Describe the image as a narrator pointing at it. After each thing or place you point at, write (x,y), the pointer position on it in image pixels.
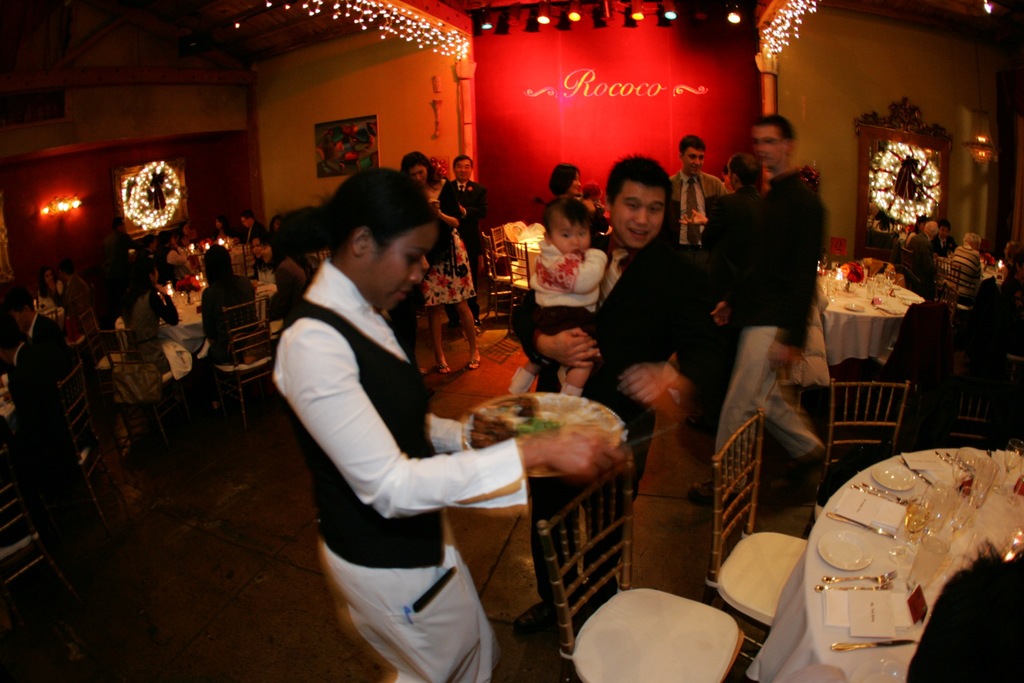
Picture (329,135) is on wall (332,87). These are focusing lights (639,14). Few people (20,327) are sitting on chairs (760,548), in-front of them there are tables (179,298), on these tables (897,570) there are forks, knives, papers (870,627), plates (890,486) and glasses (941,504). This woman (474,483) is holding a plate (543,455) with food (537,435). Few people (623,263) are standing. This man (636,281) is carrying a baby (555,318).
